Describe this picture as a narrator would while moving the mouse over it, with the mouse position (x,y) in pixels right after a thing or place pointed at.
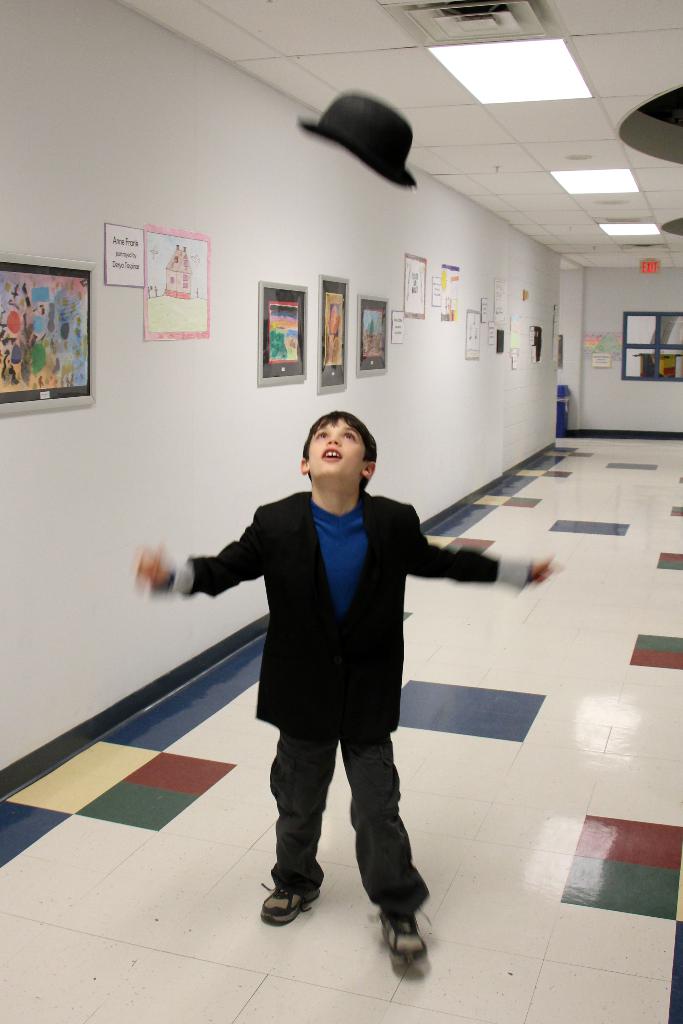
In this image we can see a boy (366,685) standing on the floor (413,692), there are some photo frames (269,359) and posters (414,311) on the wall (411,319), at the top of the roof (503,166) we can see lights (504,74) and also we can see a hat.
